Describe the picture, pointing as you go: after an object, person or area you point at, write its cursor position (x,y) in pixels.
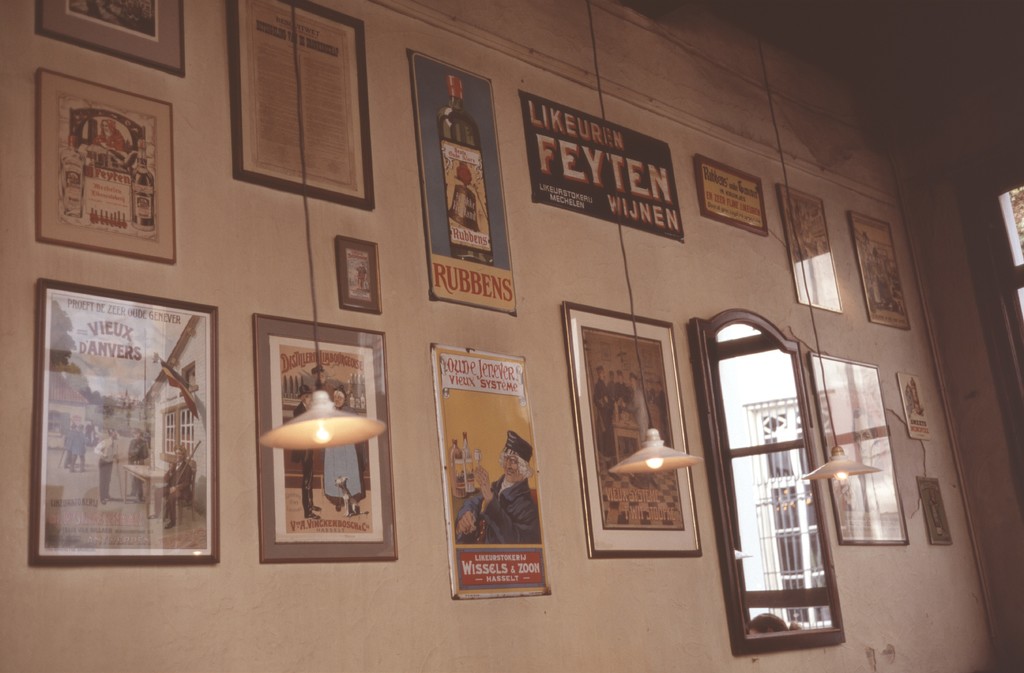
In this picture we can see there are photo frames (276,452), boards (506,453) and a mirror (745,512) on the wall (653,611). In front of the wall (409,544) there are three lights (651,447) hanged. On the mirror (760,528) we can see the reflection (776,518) of a window (783,515).
